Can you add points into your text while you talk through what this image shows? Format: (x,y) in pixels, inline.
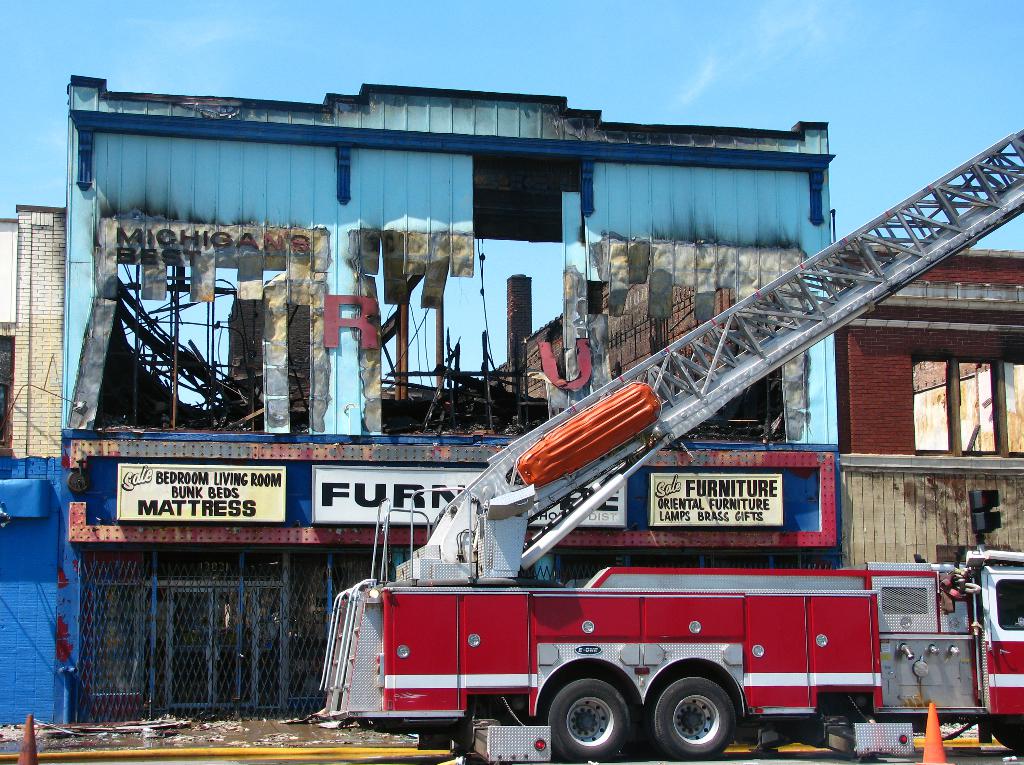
In this image there is a fire truck (551,499) in front of a building (370,457).
